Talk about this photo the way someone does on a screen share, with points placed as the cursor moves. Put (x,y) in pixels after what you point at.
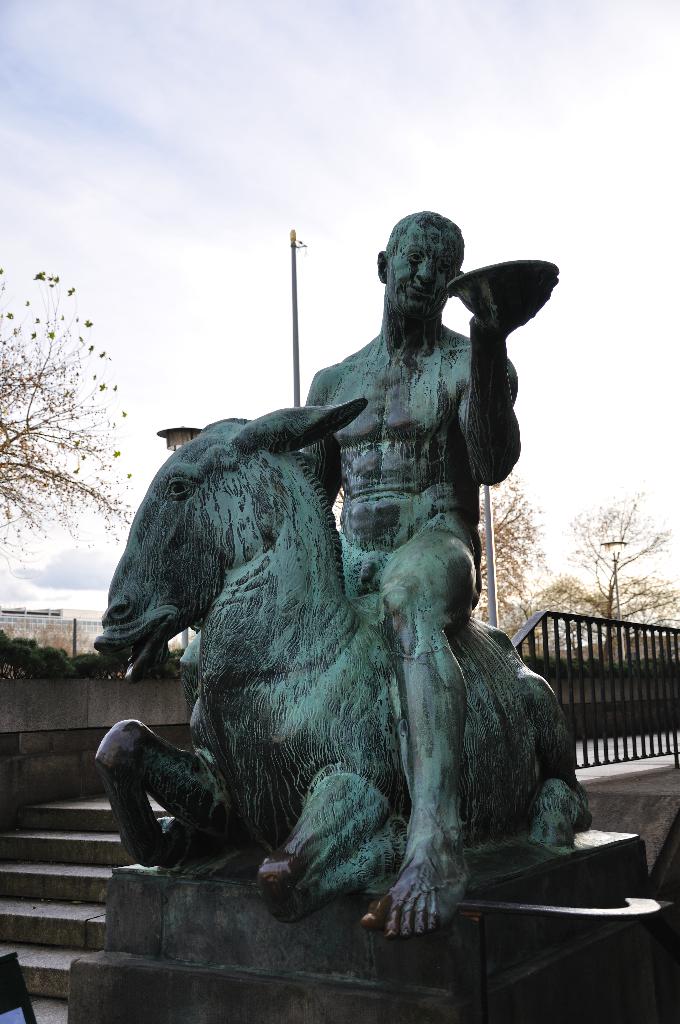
In this image we can see a statue (306,624), there is a staircase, railing (606,733), there are plants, trees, also we can see a building (66,621), and the sky (422,178).
